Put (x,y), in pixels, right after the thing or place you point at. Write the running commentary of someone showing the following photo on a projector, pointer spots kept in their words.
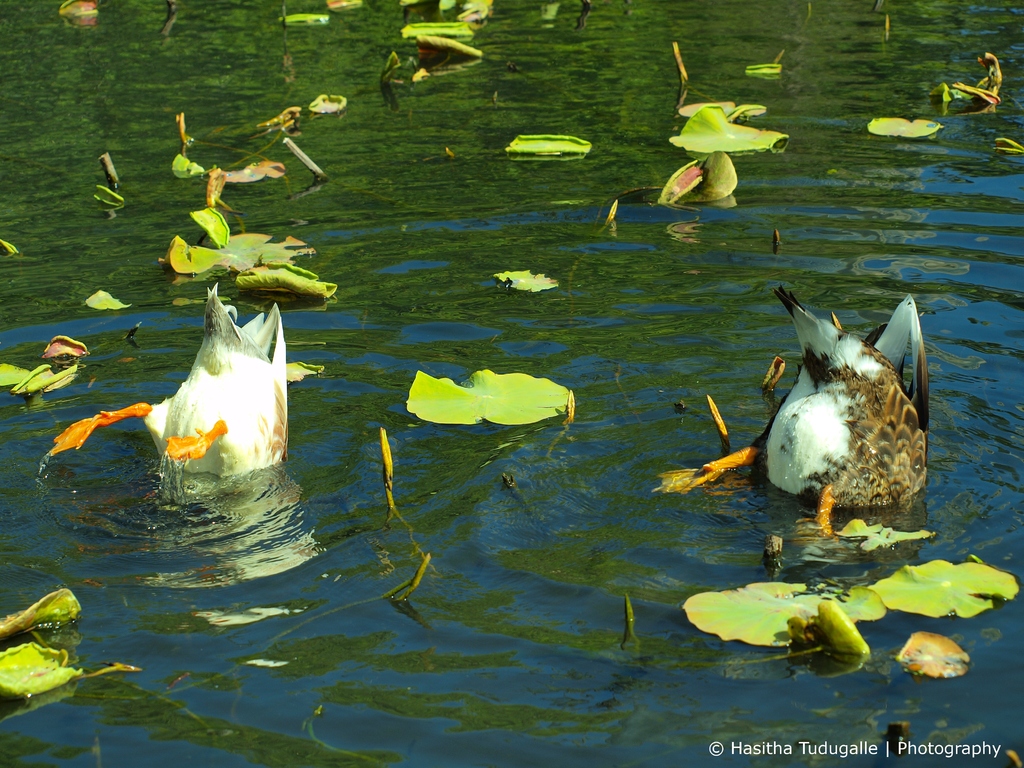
In this image I can see two birds (728,468), lotus plants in the water (529,460) and a text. This image is taken may be in the lake (49,101) during a day.
